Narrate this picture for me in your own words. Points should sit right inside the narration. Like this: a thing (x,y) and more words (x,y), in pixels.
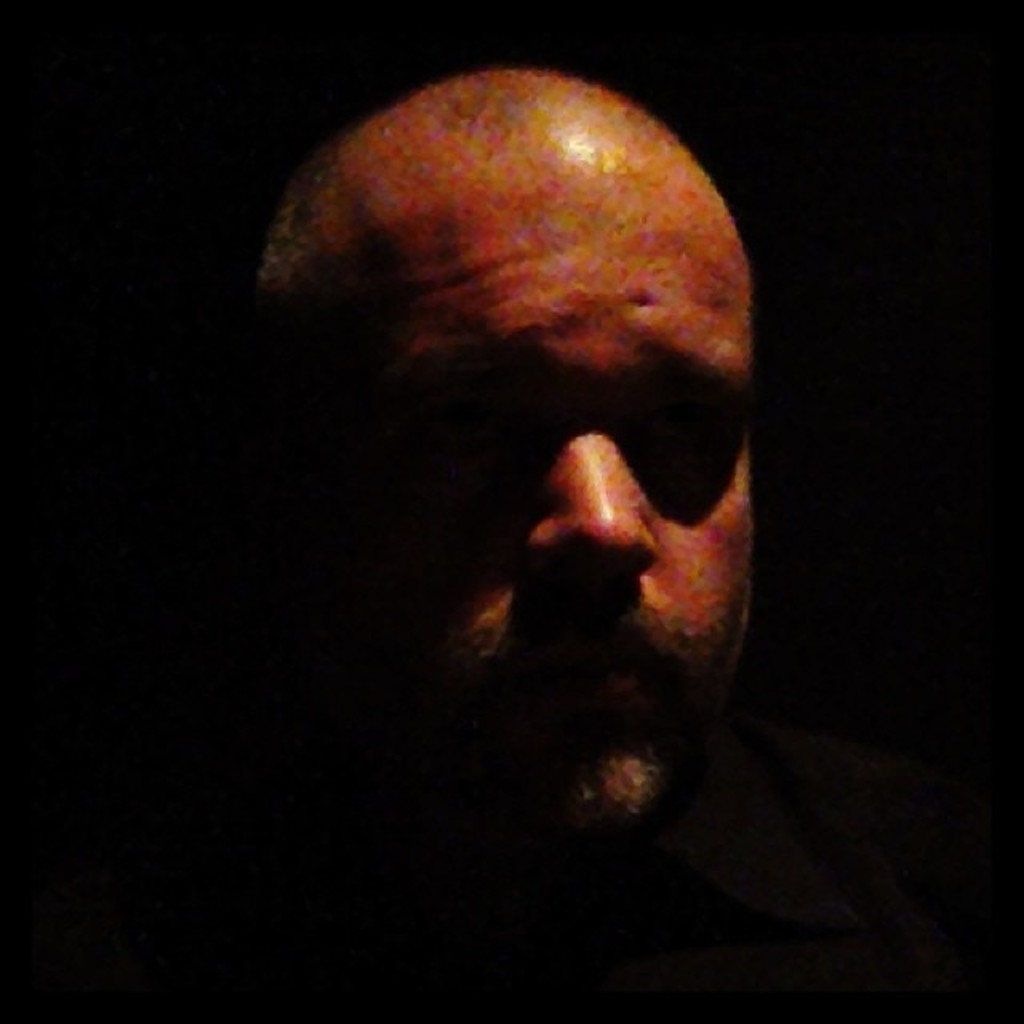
As we can see in the image there is a man (471,594) and the image is little dark.
